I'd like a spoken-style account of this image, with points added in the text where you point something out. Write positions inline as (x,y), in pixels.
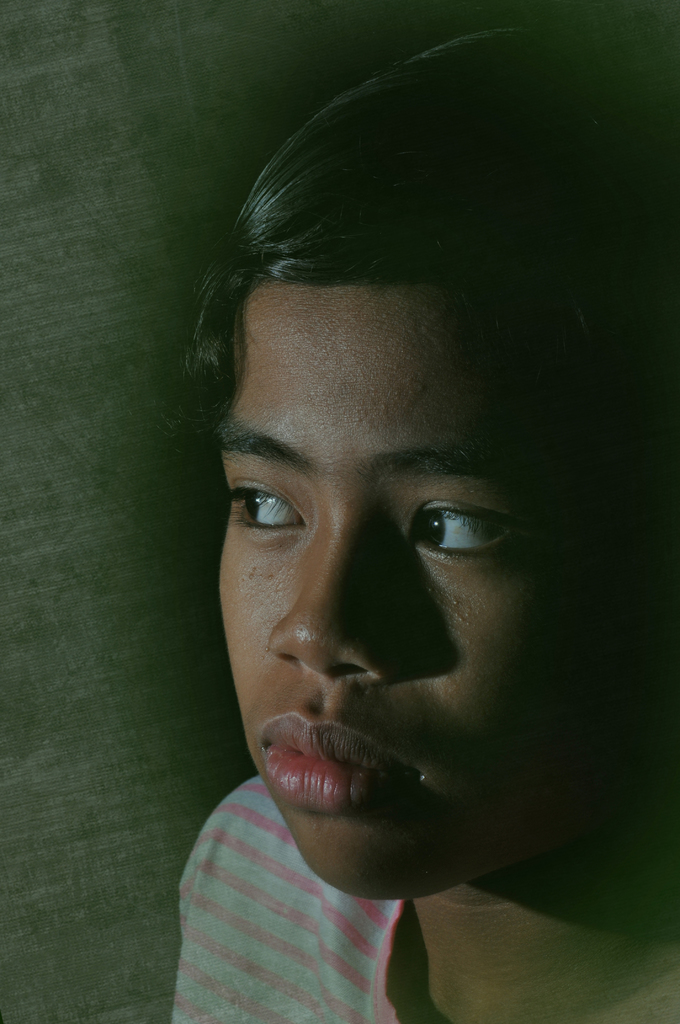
In this image we can see a person (391,649) wearing a dress (305,917).
